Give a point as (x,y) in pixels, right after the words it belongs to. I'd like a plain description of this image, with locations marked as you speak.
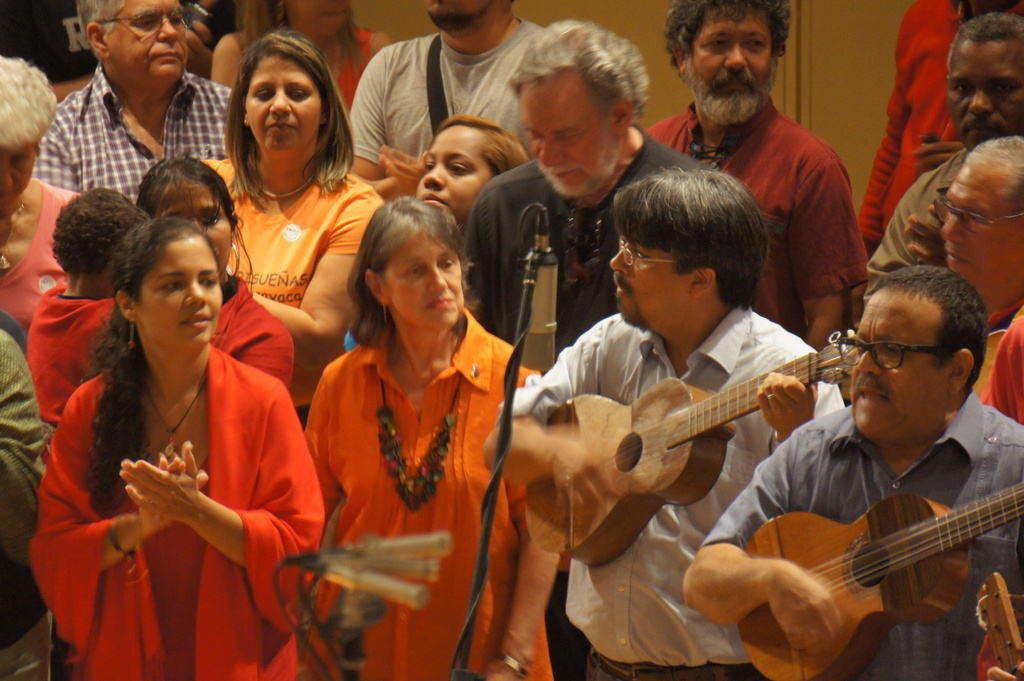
In this image, there are group of people (883,254) standing and clapping. In the right bottom (927,553), there are two people (655,535) standing and playing guitar (652,421). The background wall (861,70) is light cream in color. It seems as if the image is taken inside a church (828,139).
